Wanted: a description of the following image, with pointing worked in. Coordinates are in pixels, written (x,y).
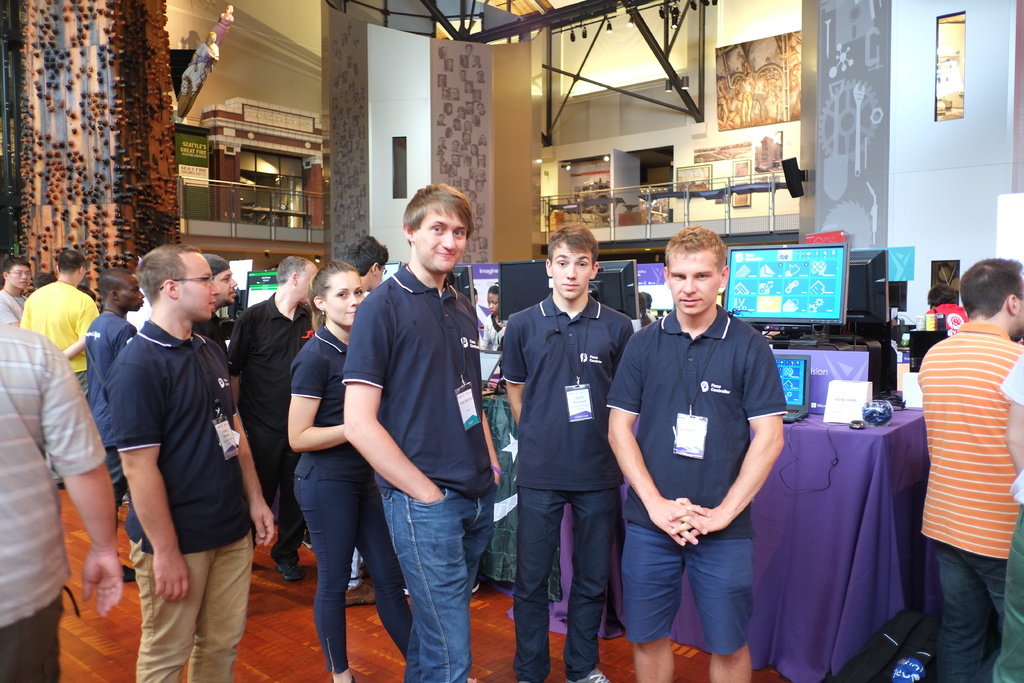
In this picture, we can see a few people (377,403), ground (64,639) and some objects (889,493) on the ground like tables (495,420) and some objects (805,321) on the tables (815,352) like screen (792,298), laptops (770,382), and we can see the wall (346,154) with some objects (747,172) attached to it like lights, posters (740,157), door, curtains (464,62), fencing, poles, and statues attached to the wall (729,115).
